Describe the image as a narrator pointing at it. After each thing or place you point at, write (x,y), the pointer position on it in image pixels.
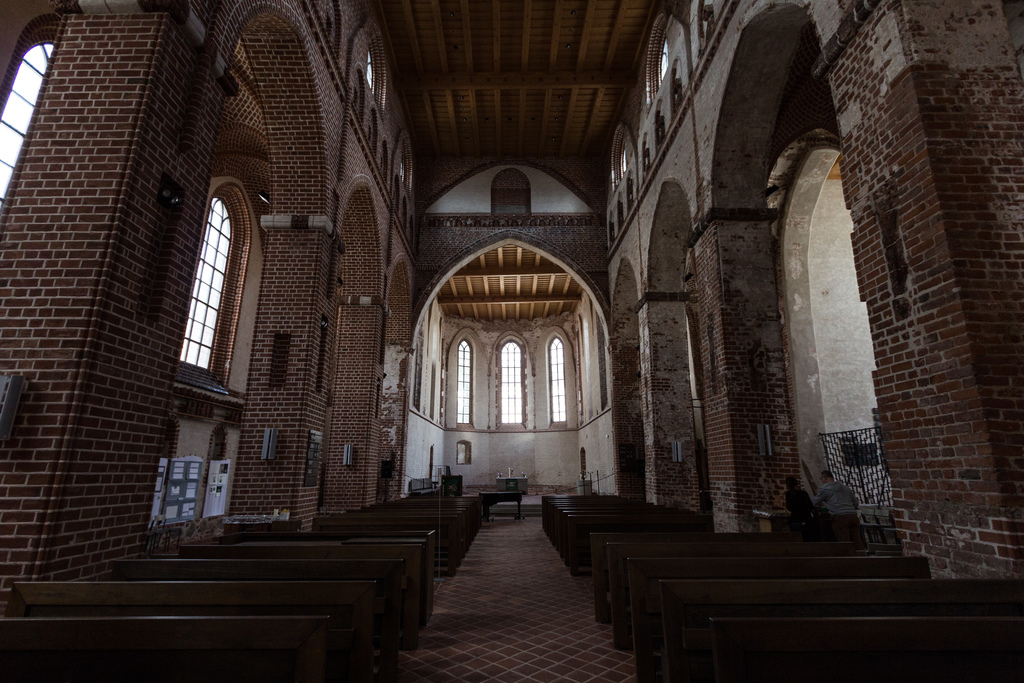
In this image I can see the aisle (512,587), few brown colored benches (375,550) on both sides of the aisle (492,569), few persons (835,537) standing, few pillars (907,379) which are made up of bricks (922,341), the ceiling (504,85) and few glass windows (503,386). I can see few other objects (880,500).
